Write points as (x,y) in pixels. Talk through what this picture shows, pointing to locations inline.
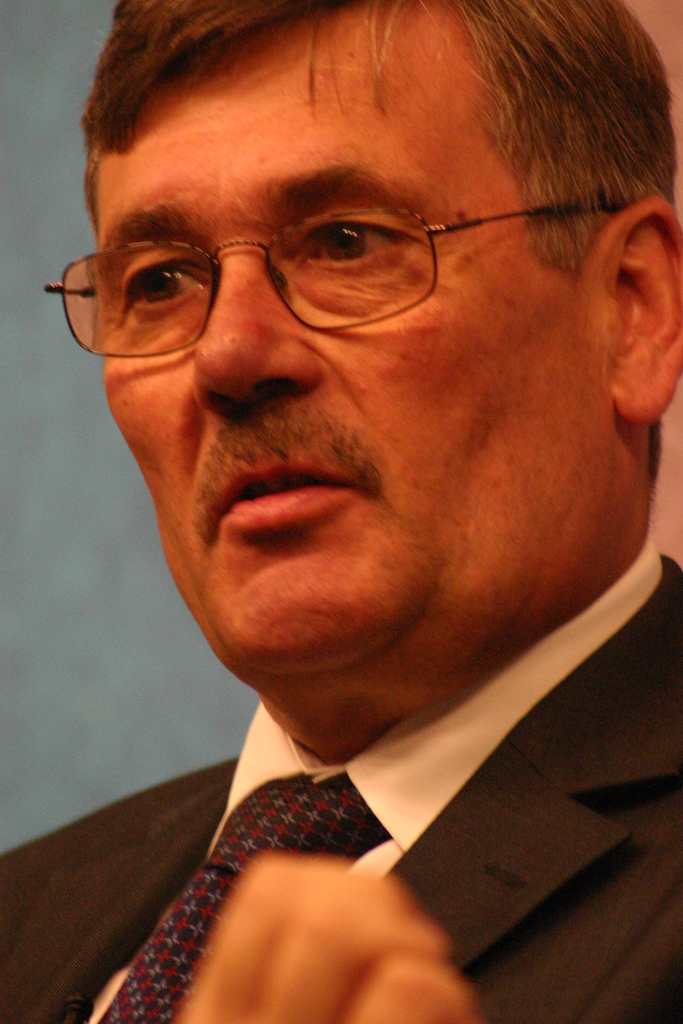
In this image we can see a man (524,843) who is wearing white shirt (444,765), black coat (441,842), black tie (216,915) and specs (267,269).
